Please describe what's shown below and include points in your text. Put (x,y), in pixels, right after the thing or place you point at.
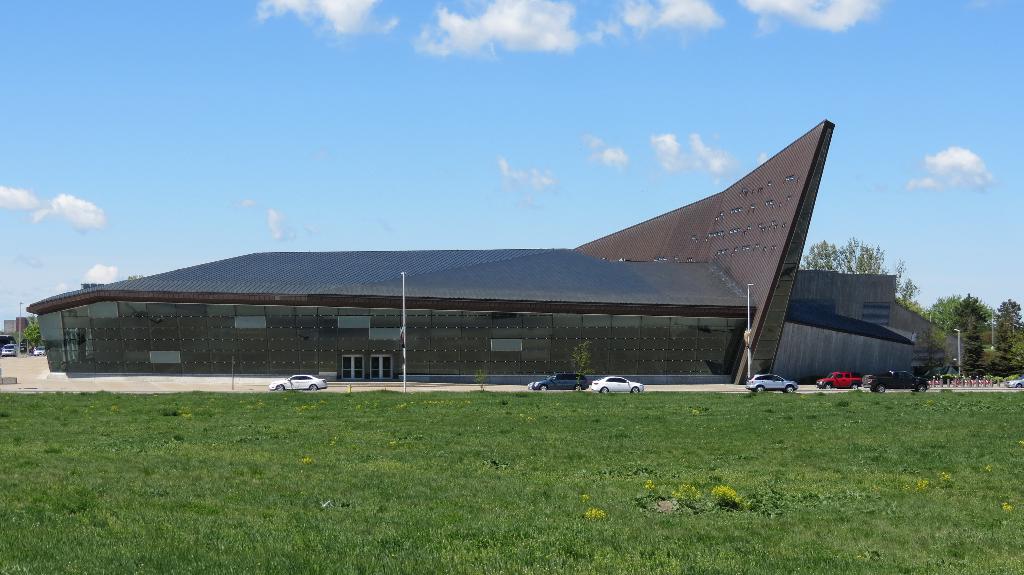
In the center of the image (538,281) there is a building (503,254) and we can see cars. There are poles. At the bottom (323,531) there is grass (551,521). In the background (858,248) there are trees (872,268) and sky (356,238).
